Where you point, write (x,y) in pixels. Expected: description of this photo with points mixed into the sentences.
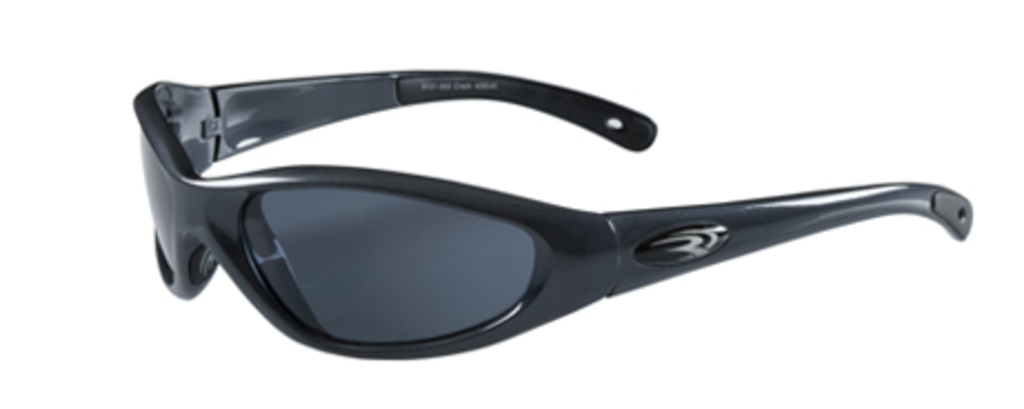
In this image we can see glasses (267,182) and we can also see white background (571,14).
